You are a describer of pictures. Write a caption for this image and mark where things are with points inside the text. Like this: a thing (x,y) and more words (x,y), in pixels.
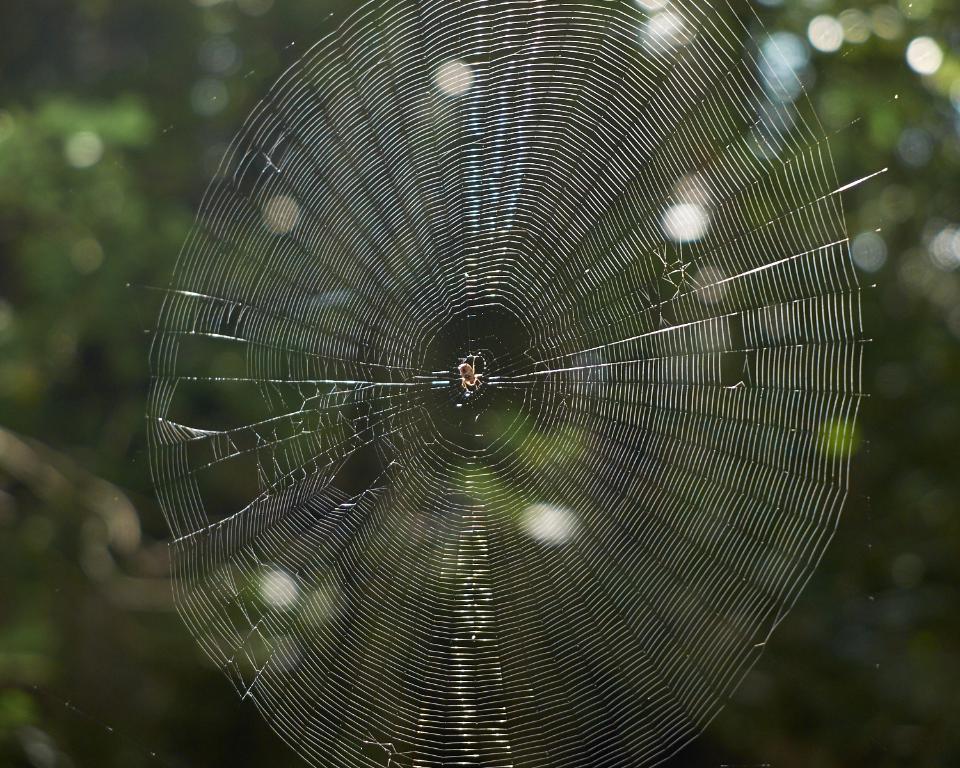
In this image I can see a spider (478,380) along with the spider web (490,381). The background (106,59) is blurred.
